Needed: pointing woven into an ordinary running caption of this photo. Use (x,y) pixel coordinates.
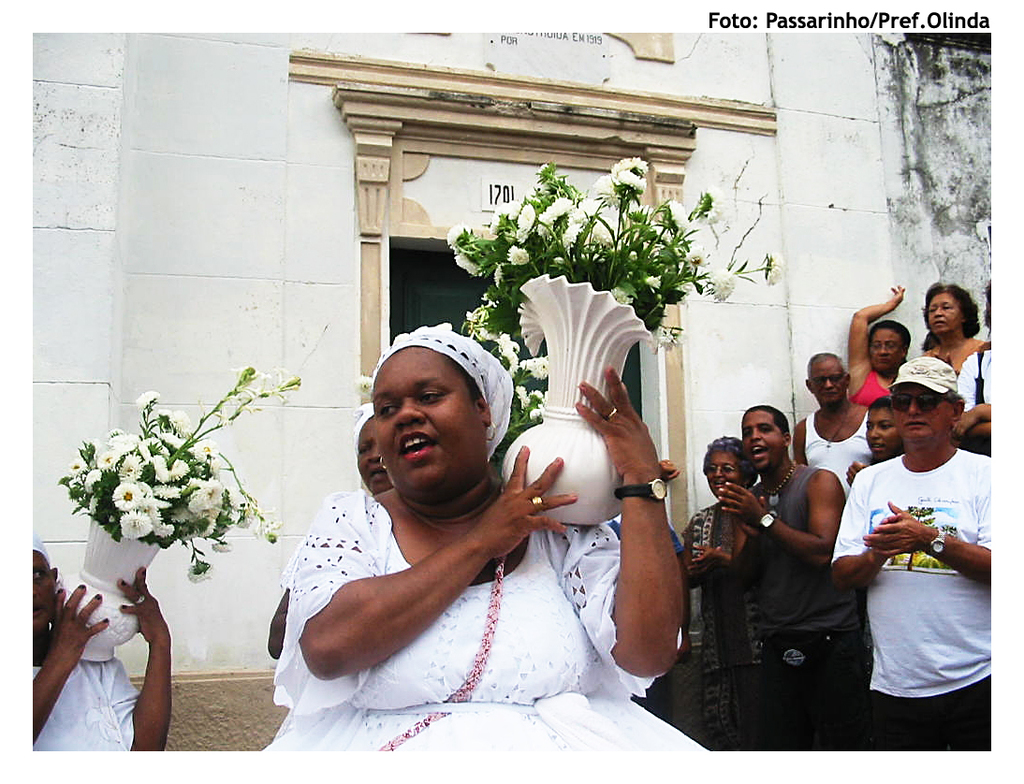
On the left side of the image (340,714) we can see three persons (270,628) are in different costumes (115,693). And we can see they are holding vases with plants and flowers (537,378). On the right side of the image (940,435), we can see a few people (922,506) are standing. Among them, we can see one person (901,453) is wearing a cap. In the background (795,216) there is a wall (855,164) with some numbers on it. At the top right side of the image (747,14), we can see some text (737,26).
